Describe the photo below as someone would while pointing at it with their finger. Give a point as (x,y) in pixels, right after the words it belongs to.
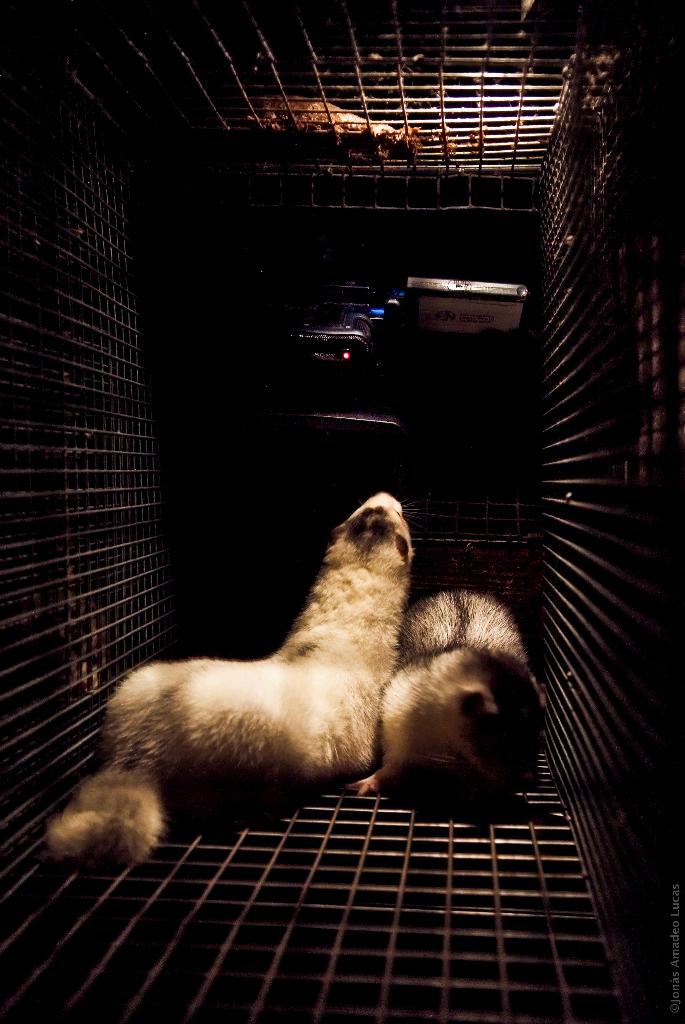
In this image there are two animals (147,792) in a cage (45,325), and in the background (348,364) there are objects (336,375).
